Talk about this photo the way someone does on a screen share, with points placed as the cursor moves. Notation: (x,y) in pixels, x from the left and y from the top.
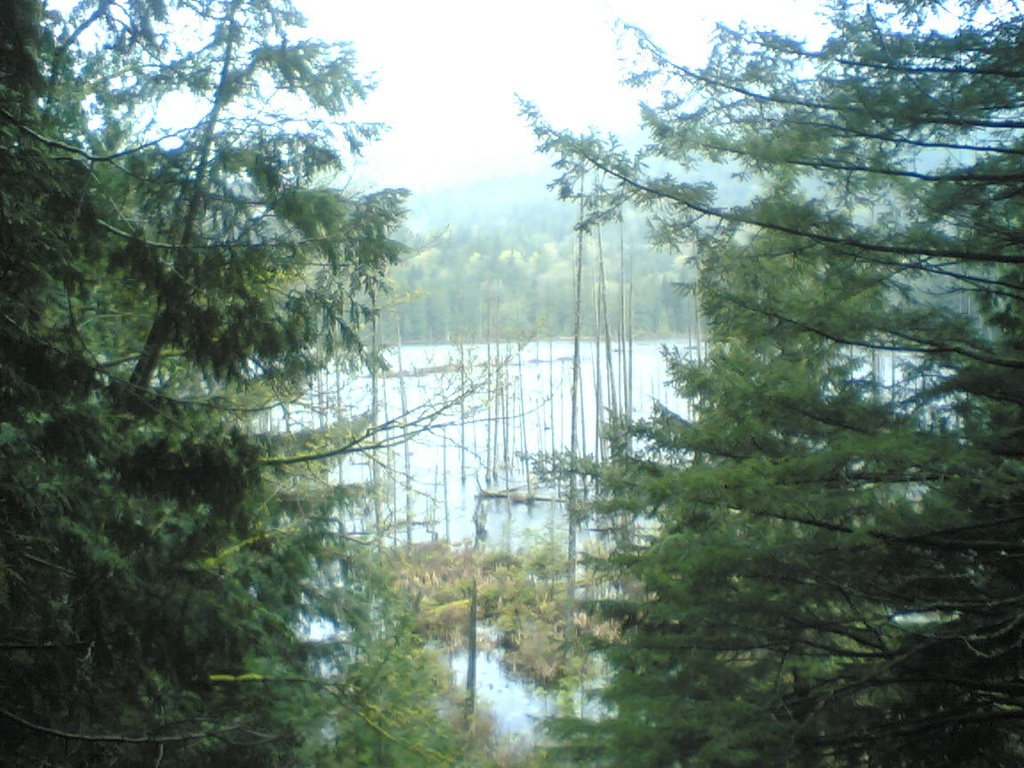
We can see trees (735,402), poles (604,351) and water (523,528). In the background (553,207) we can see trees (457,256) and sky (510,92).
